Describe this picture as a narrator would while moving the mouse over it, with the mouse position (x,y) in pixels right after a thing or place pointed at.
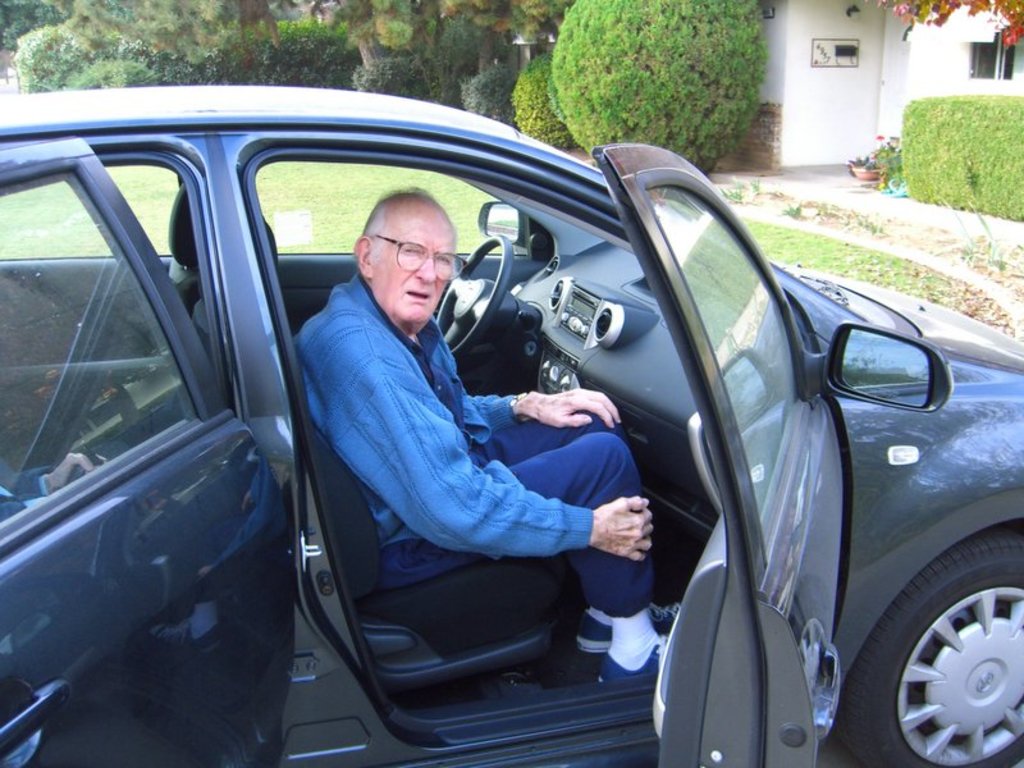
In this image we can see a person (423,394), who is wearing blue dress (395,451) is sitting in the car (368,501). The car (662,494) is in grey color. Behind the car (918,401) plants (439,66), trees (470,40) are present. Right side of the image (919,52) one house (882,70) is there, The land (331,197) is full of grass (297,200).
